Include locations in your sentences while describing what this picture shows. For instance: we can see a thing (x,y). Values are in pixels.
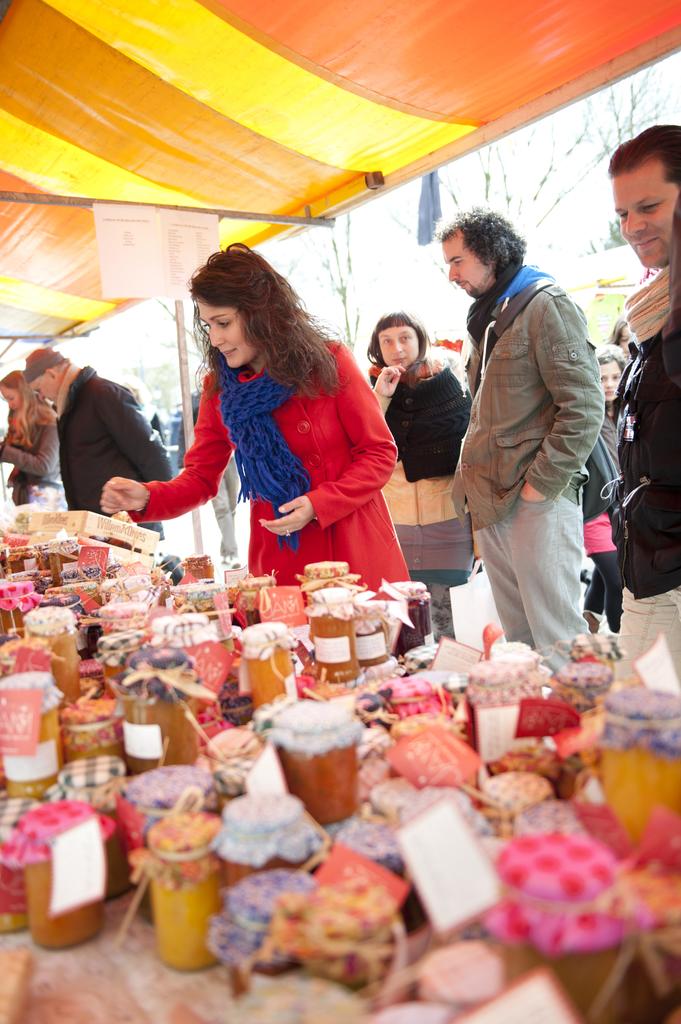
In the foreground of the picture (425,791) there is a table (124,971), on the table (288,766) we can see lot of bottles (226,689) and presents (457,780). In the middle of the picture (291,509) there are people (311,364). At the top (249,92) we can see tent (292,206). In the background (560,160) there are trees (528,186).
